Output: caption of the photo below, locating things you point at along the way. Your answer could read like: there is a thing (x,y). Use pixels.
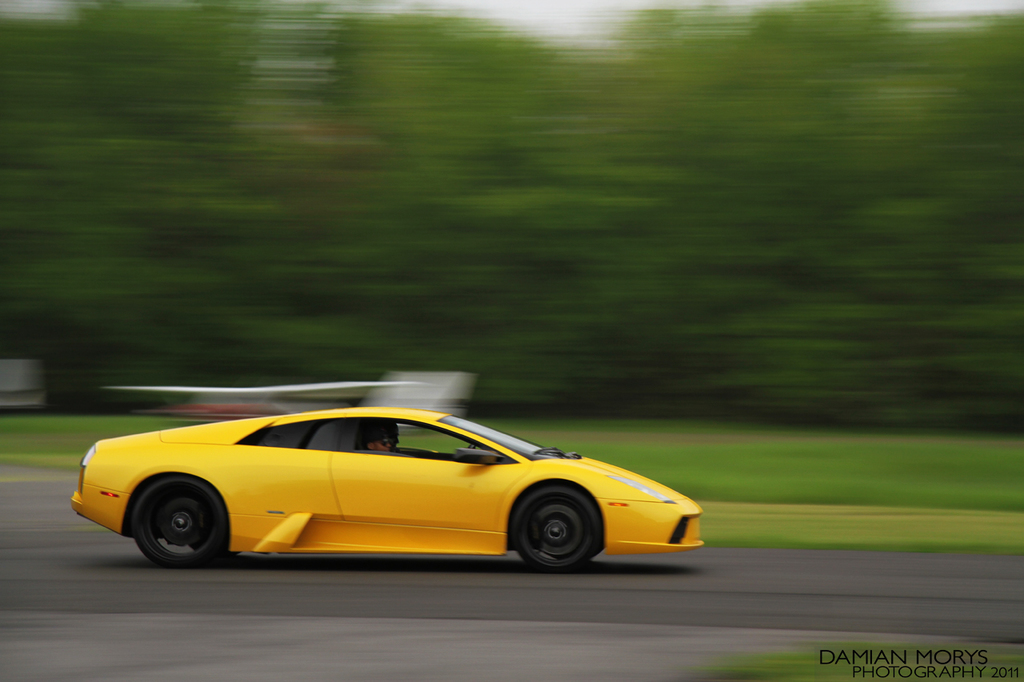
In the picture I can see a person (390,427) driving a car (553,518) on the road (549,592). In the background (672,432), I can see the green grass (806,455) and trees (527,295).
